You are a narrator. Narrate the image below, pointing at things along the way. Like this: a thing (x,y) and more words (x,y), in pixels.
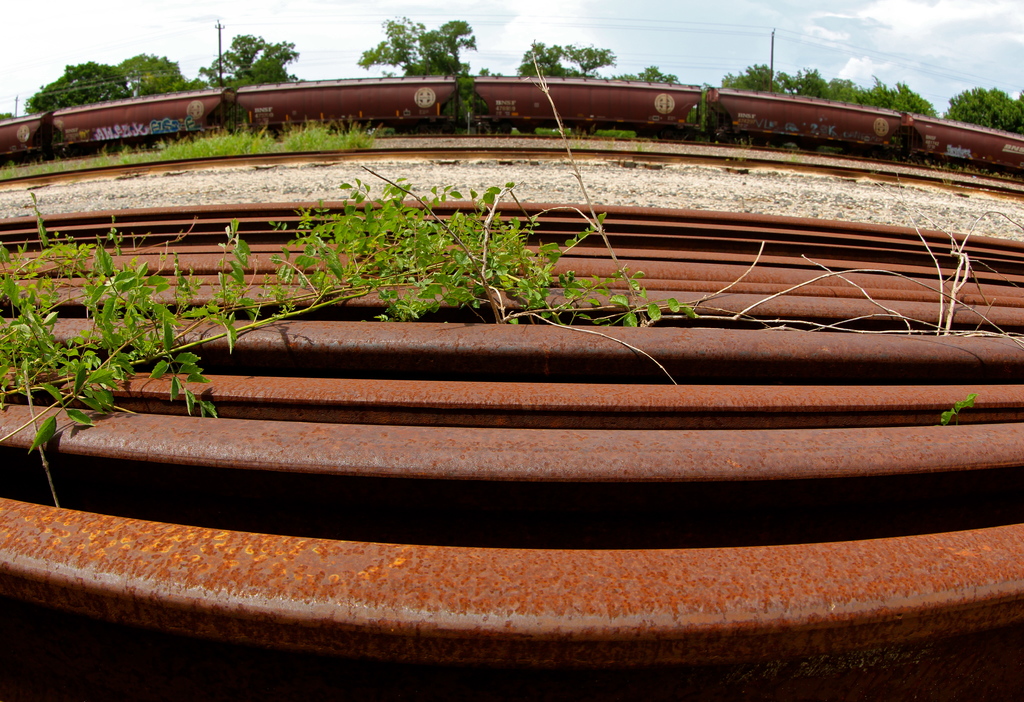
In the image we can see in front (569,635) there are iron rods (681,364) and there are railways tracks (426,159) on the ground (138,201). Behind there is a train (391,99) and there are lot of trees (986,115) at the back (143,72).
